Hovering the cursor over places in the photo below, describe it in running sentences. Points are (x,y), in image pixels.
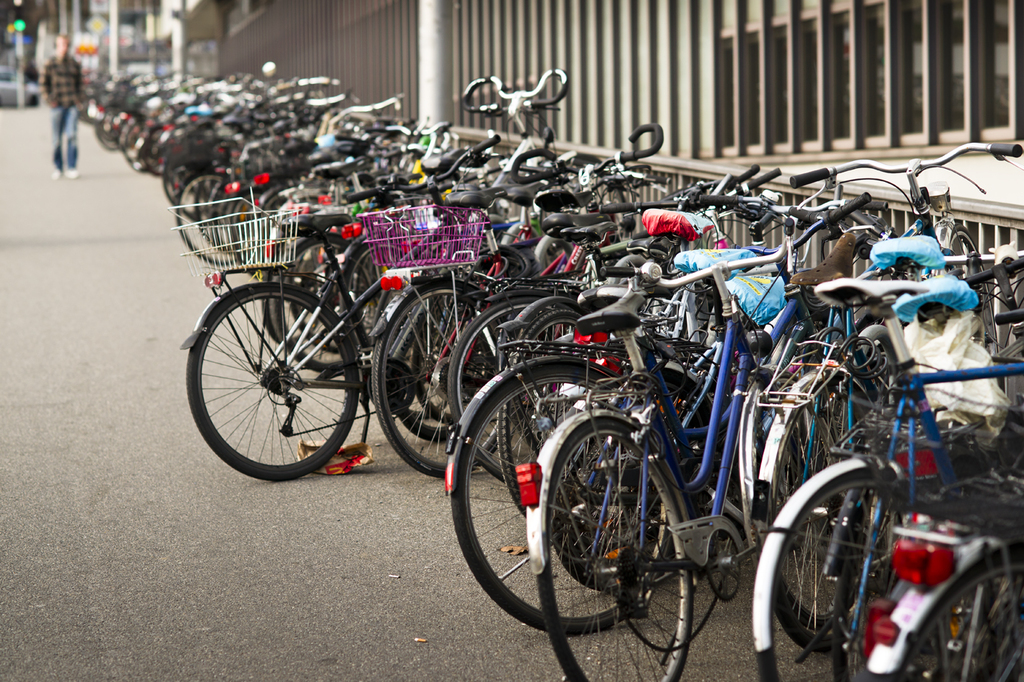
In the foreground (280,332) I can see fleets of bicycles (498,388) on the road (367,567) and a person (68,75). In the background (742,89) I can see pillars (429,107), buildings (463,88), fence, light poles (21,78), boards (22,37) and so on. This image is taken may be on the road (129,638).
